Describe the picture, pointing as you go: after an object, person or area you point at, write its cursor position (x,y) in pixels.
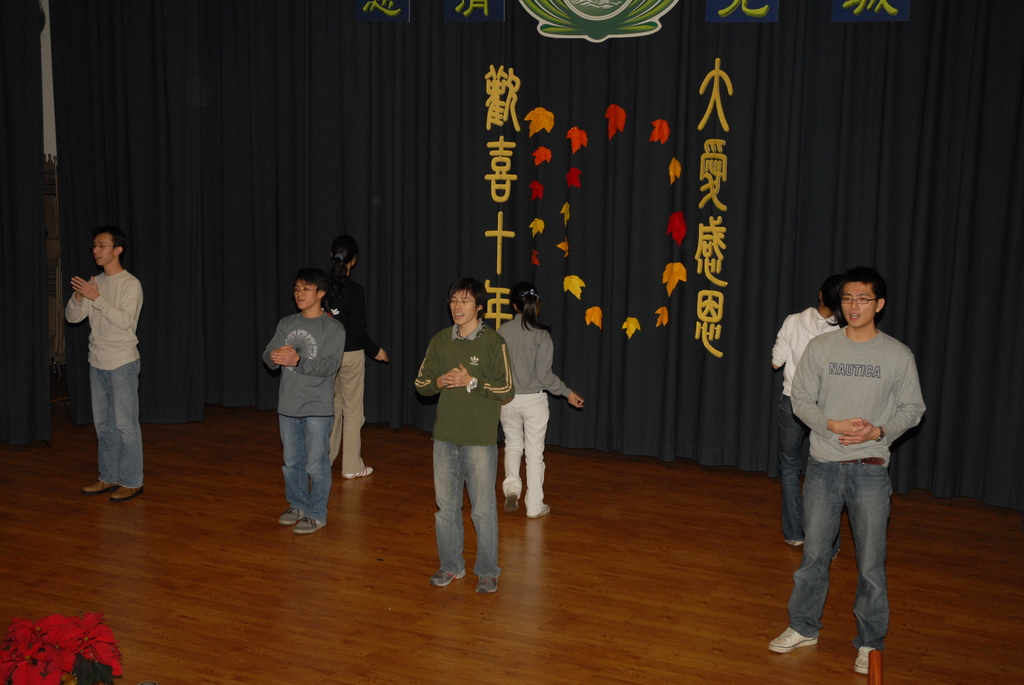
In this image there are few people (84,310) standing on the floor (699,594). At the back side (487,237) there are curtains (424,135). At front there is a flower vase (84,645).
